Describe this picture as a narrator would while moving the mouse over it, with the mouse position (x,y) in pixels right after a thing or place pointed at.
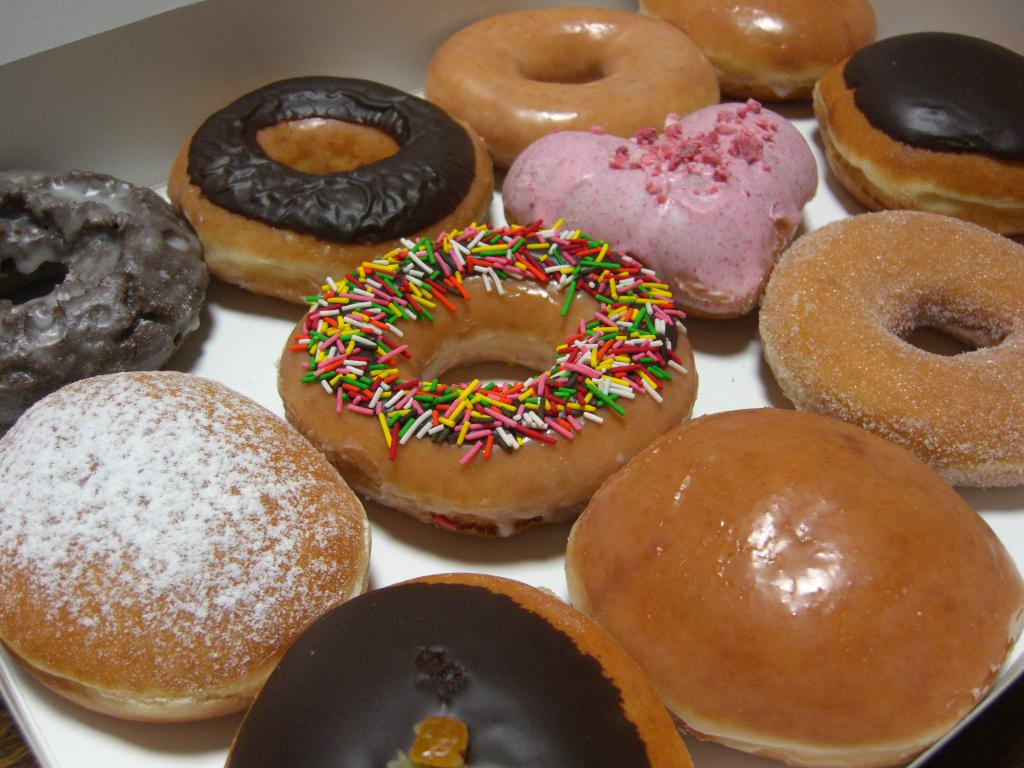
On this white surface (253,328) we can see doughnuts (904,278).
